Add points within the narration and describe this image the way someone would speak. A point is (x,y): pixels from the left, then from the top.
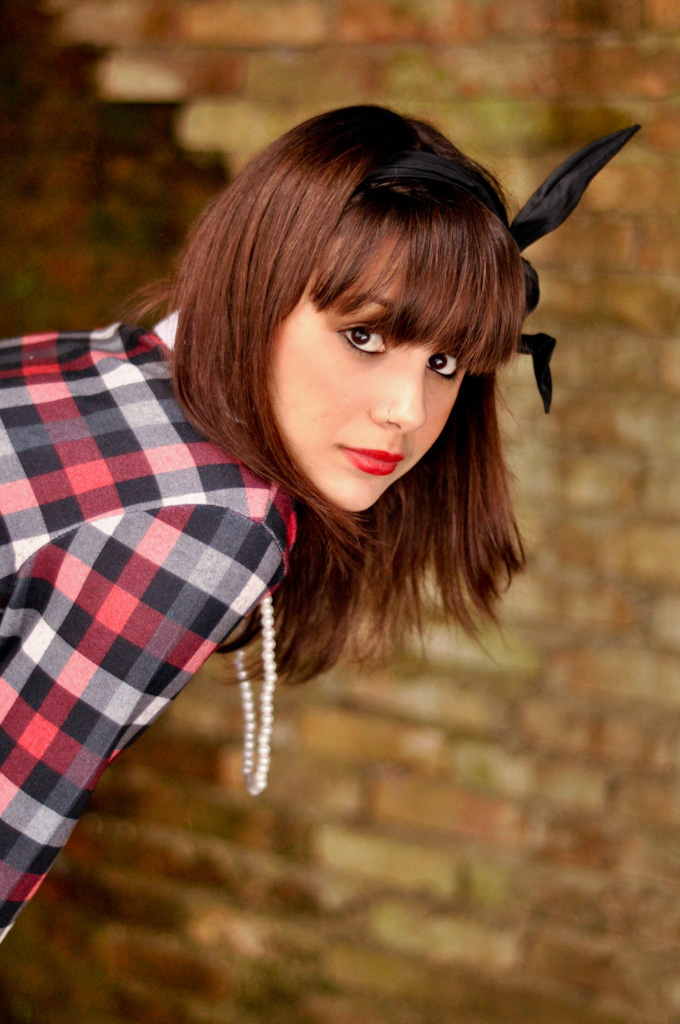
In this picture there is a woman (236,247) who is wearing shirt (163,499) and locket (247,763). On the right (528,841) I can see the brick wall (534,697).
